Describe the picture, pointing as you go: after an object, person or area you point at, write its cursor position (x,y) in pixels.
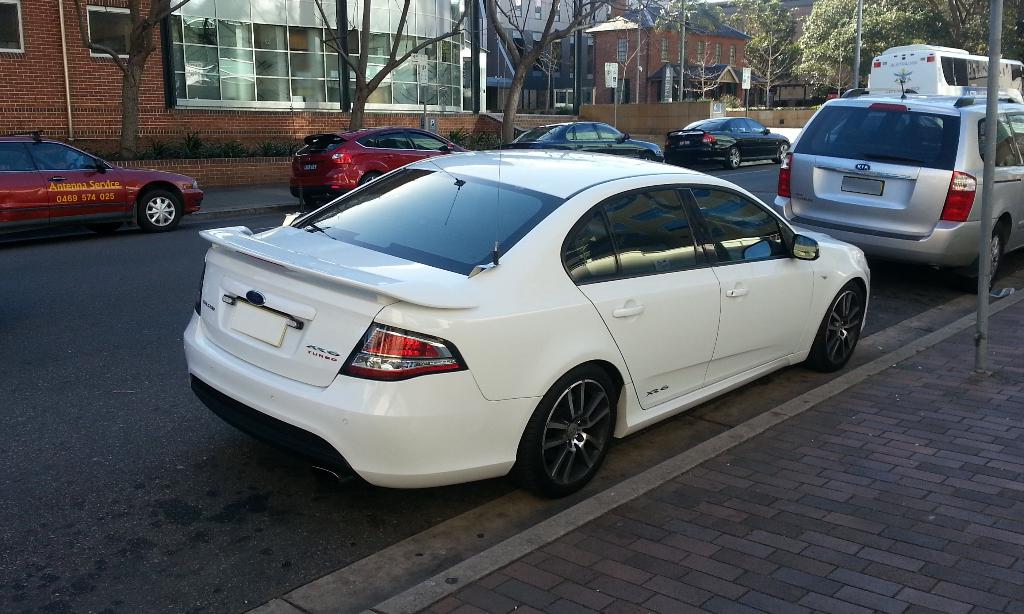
In the image we can see there are cars (477,291) parked on the road (881,264). Behind there are trees (348,58) and buildings (419,112).
